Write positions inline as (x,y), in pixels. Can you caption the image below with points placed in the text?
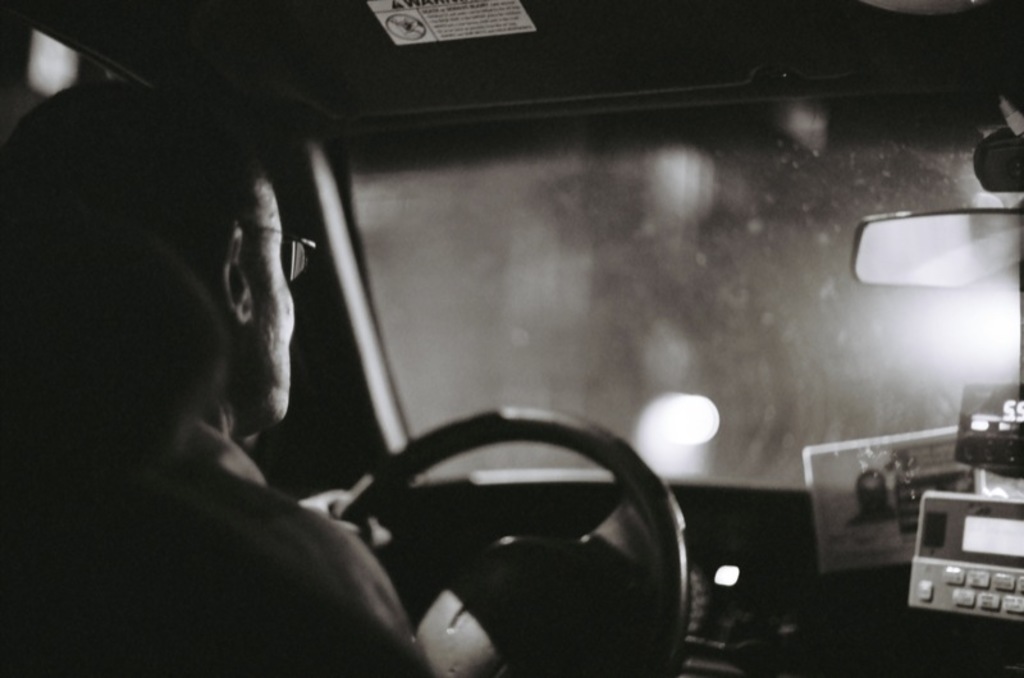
This is a black and white image, in this image there is a man (209,483) sitting inside a car (536,666).
